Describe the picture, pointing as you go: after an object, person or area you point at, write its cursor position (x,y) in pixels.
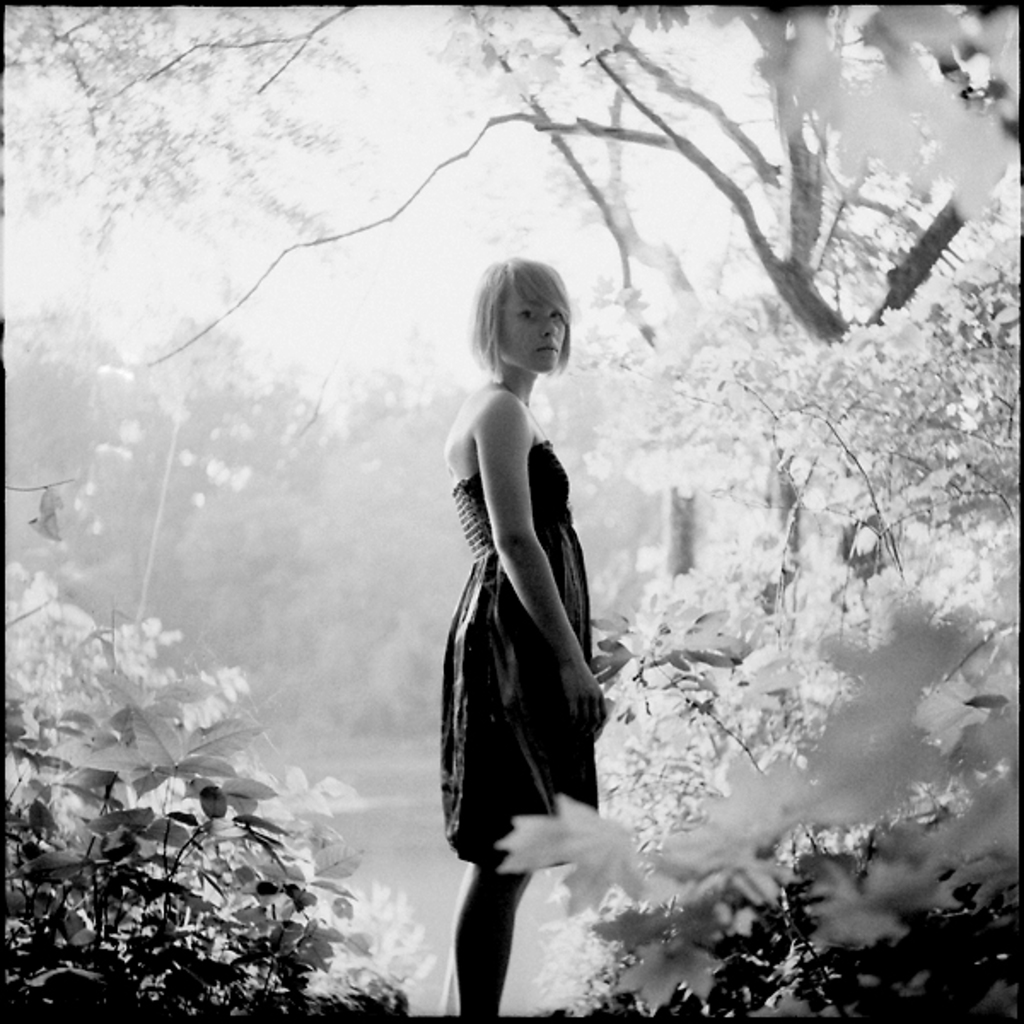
This is a black and white picture, I can see a woman (481,871) standing, there are plants (676,612) and trees (720,480).
